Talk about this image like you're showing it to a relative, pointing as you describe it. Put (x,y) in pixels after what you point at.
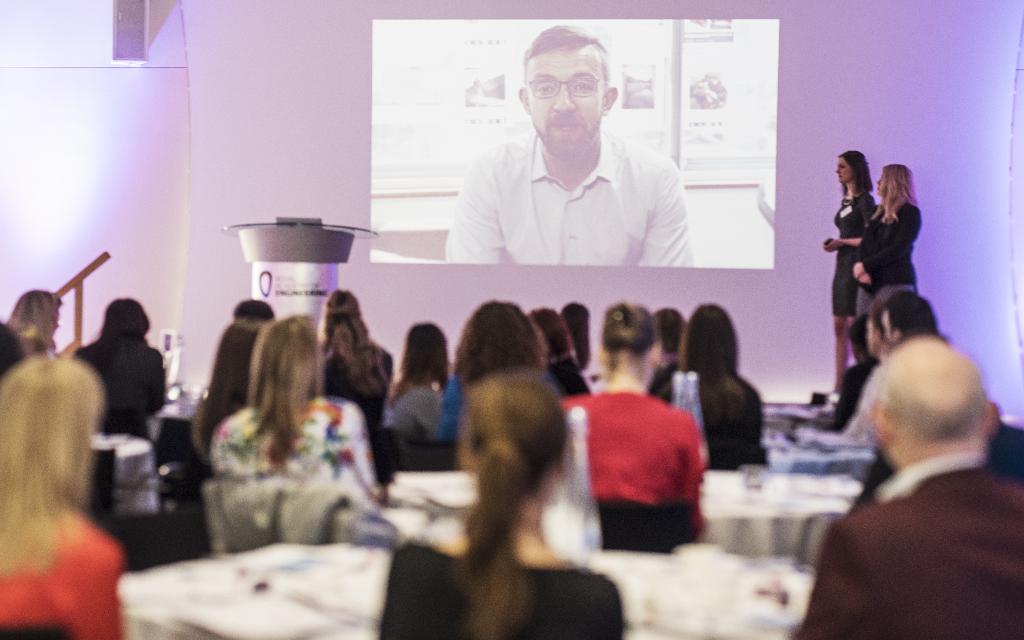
In this image I can see group of people (704,467) sitting. In front I can see two persons (870,221) standing and the person (857,214) at left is wearing black color dress (847,223) and I can also see the podium (339,258). Background (472,102) I can see the screen (568,172).
